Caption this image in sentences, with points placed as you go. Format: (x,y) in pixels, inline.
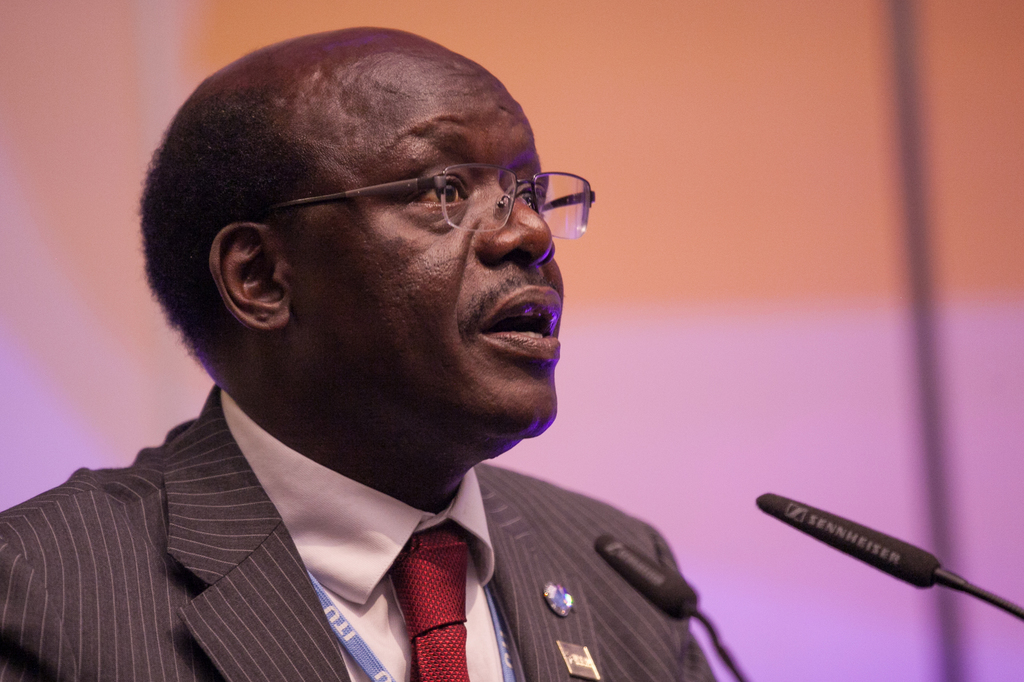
In this image we can see a man (427,520) wearing suit (121,527). There are mics (681,578). In the background (752,261) there is a wall (45,145).
